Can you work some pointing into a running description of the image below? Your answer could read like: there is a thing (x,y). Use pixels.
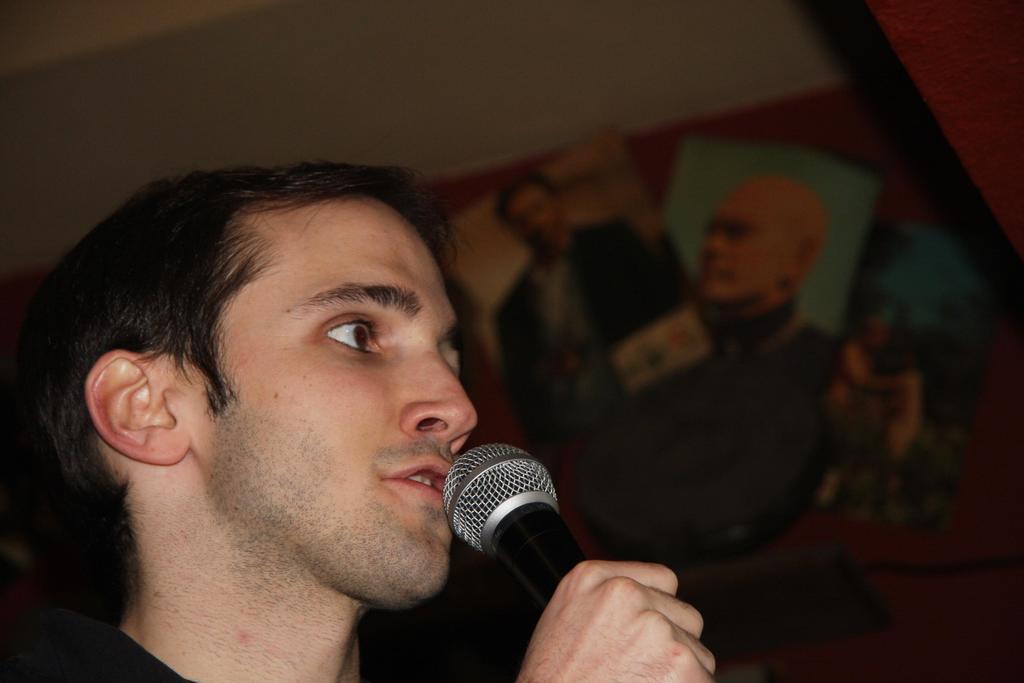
In the picture I can see a person (362,478) holding the microphone (550,513).
